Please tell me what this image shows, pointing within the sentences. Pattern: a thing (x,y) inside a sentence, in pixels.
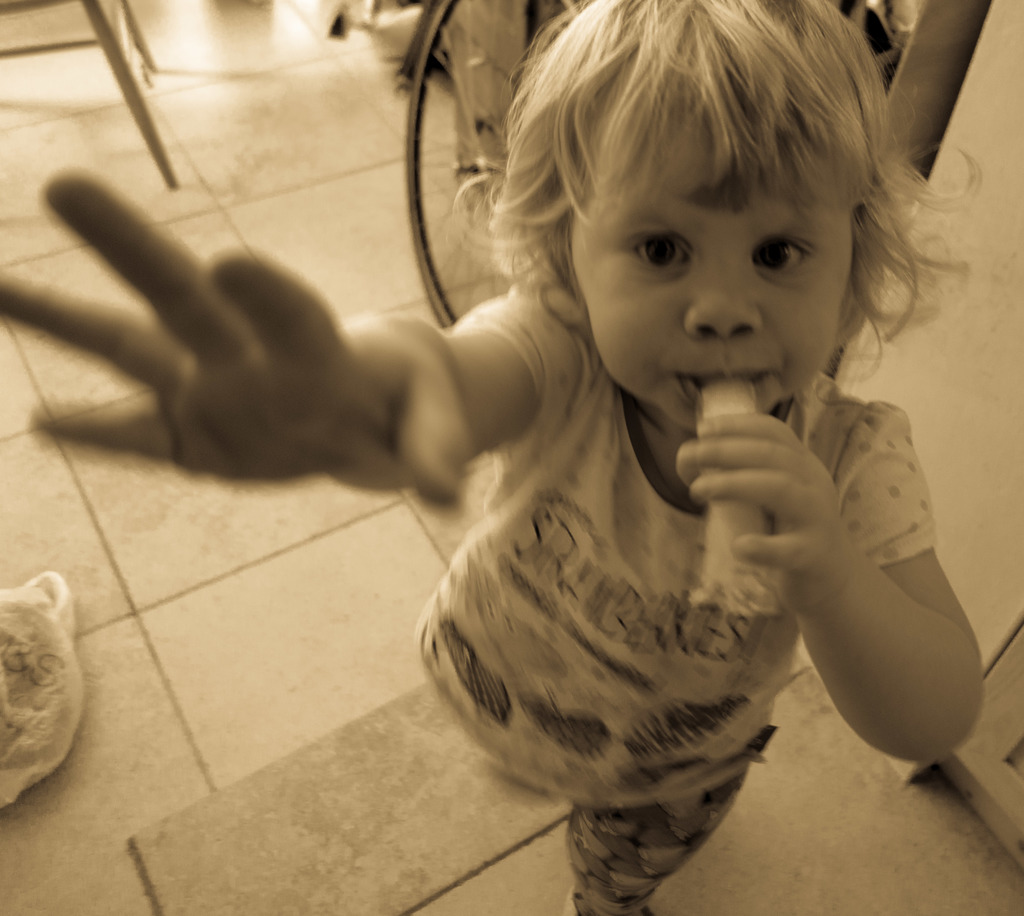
This is a black and white image. We can see a kid (717,291) eating an object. We can also see a wheel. We can see the ground (124,598) with an object (29,725). We can see the wall (974,356) and an object (165,169) in the top left corner (168,183).
